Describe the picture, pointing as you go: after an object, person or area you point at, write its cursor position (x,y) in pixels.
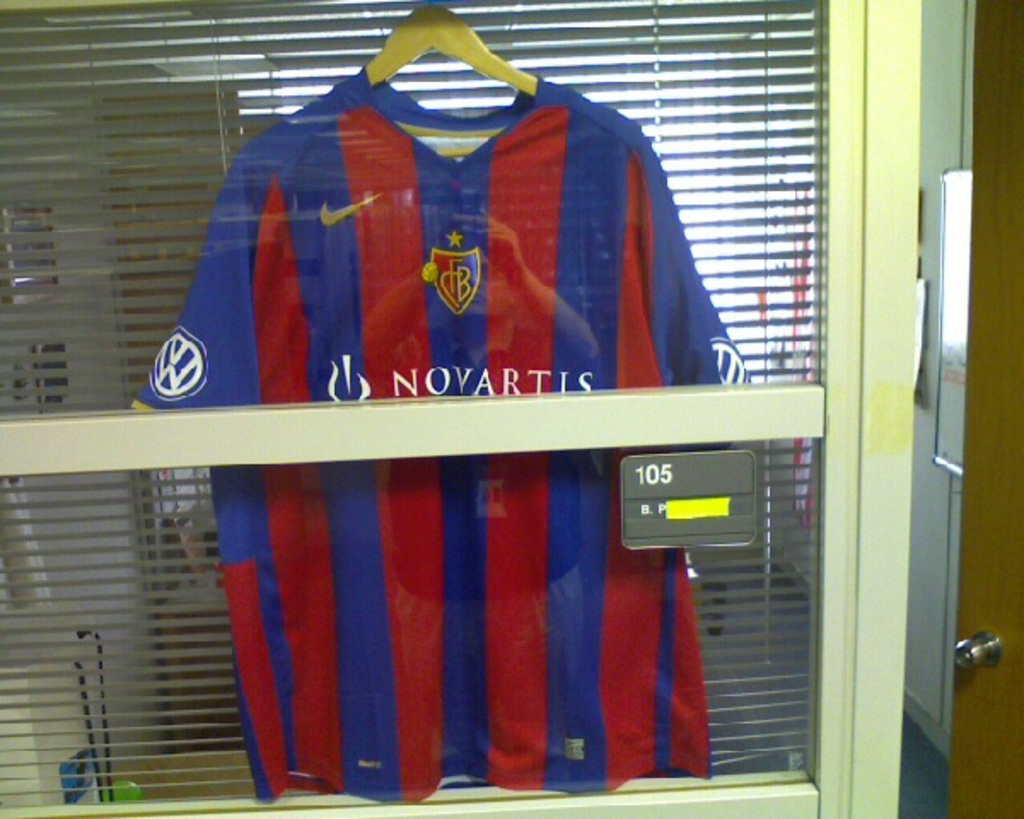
In this image there is a jersey (459,264) which is hanged to the hanger (409,60). In front of it there is a wooden stick (540,440). In the background (145,129) there is a curtain (114,40). On the right side (1001,458) there is a door (995,467).
